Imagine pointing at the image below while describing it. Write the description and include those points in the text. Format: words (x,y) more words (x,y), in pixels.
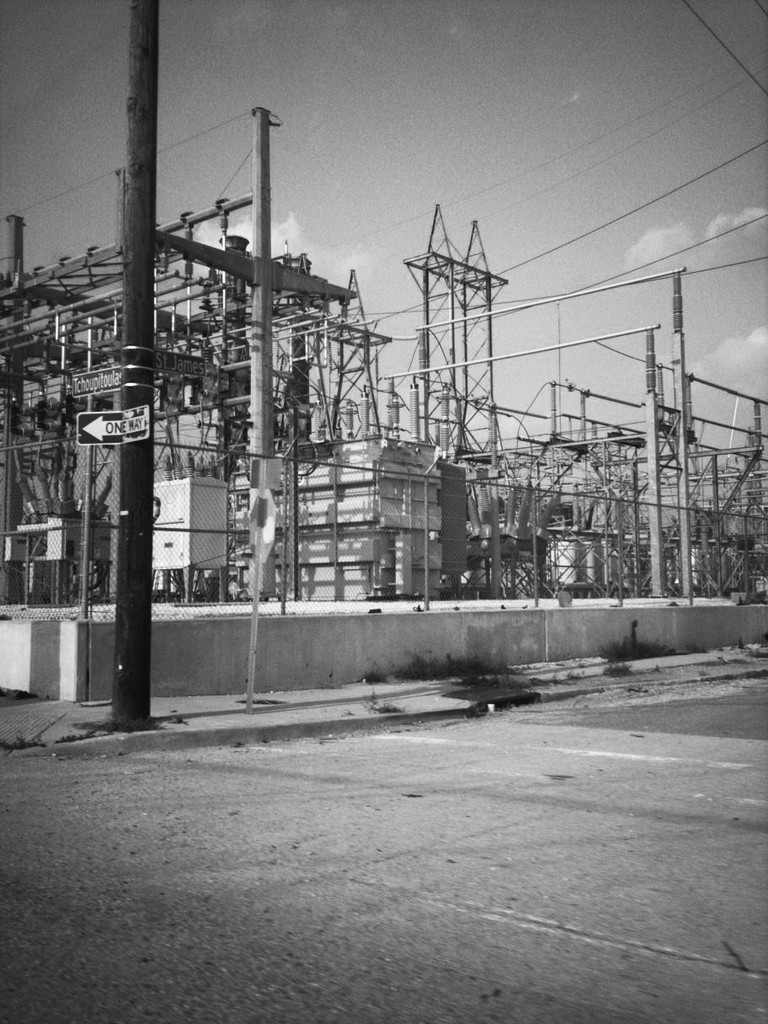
This is black and white picture, in this picture we can see board (158,356), poles (146,387), fence (231,556), wall (471,630), wires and electricity substation (512,417). In the background of the image (691,300) we can see the sky (722,360) with clouds (723,352).
